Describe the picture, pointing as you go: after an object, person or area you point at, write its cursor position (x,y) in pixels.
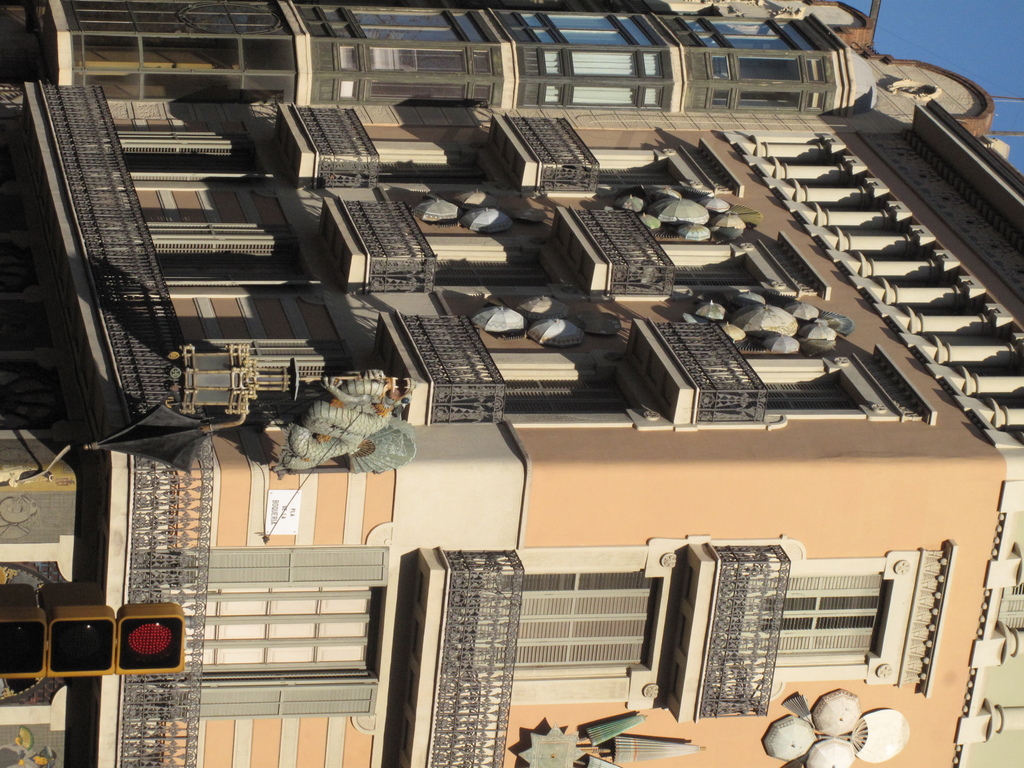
In this picture we can see there are traffic signals (83,637) and a building (32,58). Behind the building (662,230) there is a sky (944,38).
